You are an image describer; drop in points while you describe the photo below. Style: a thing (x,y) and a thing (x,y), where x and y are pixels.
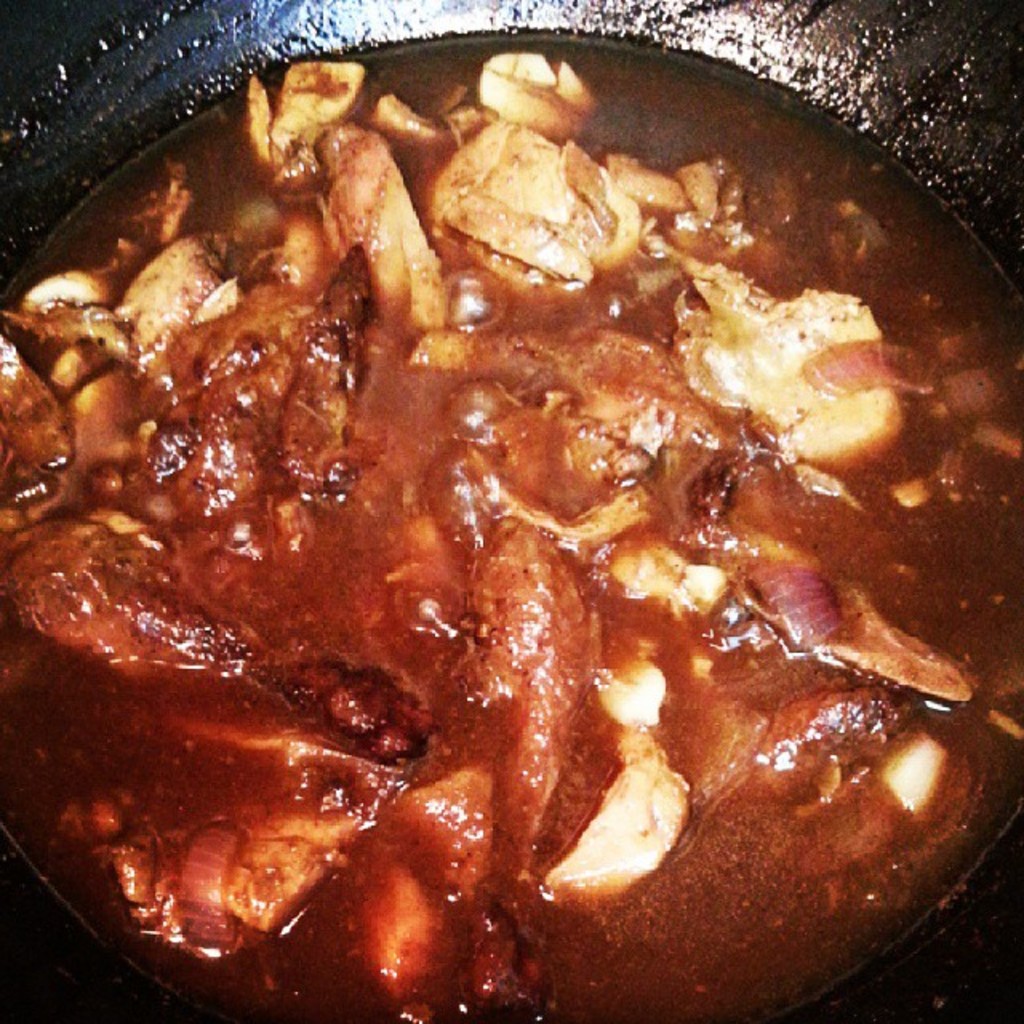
In this picture we can see chicken curry (492,227) in the black pan (911,118).
